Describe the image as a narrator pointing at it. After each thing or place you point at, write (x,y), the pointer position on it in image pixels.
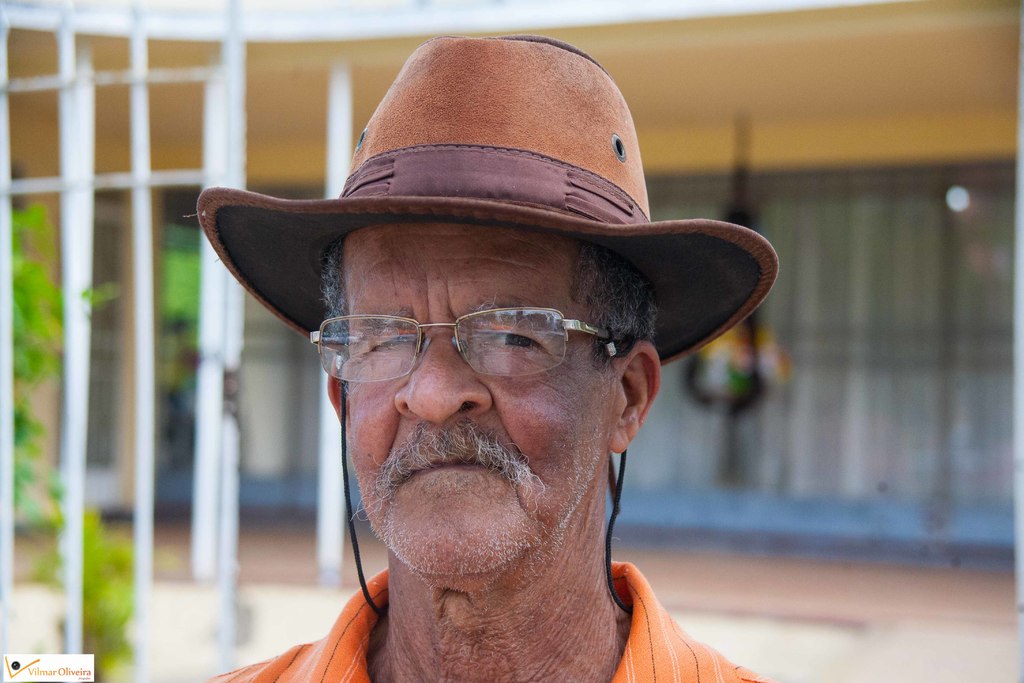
In the image we can see a man (546,586) wearing clothes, spectacles (531,355) and a hat (480,147). There is a plant (100,576) and the background (893,240) is blurred.
